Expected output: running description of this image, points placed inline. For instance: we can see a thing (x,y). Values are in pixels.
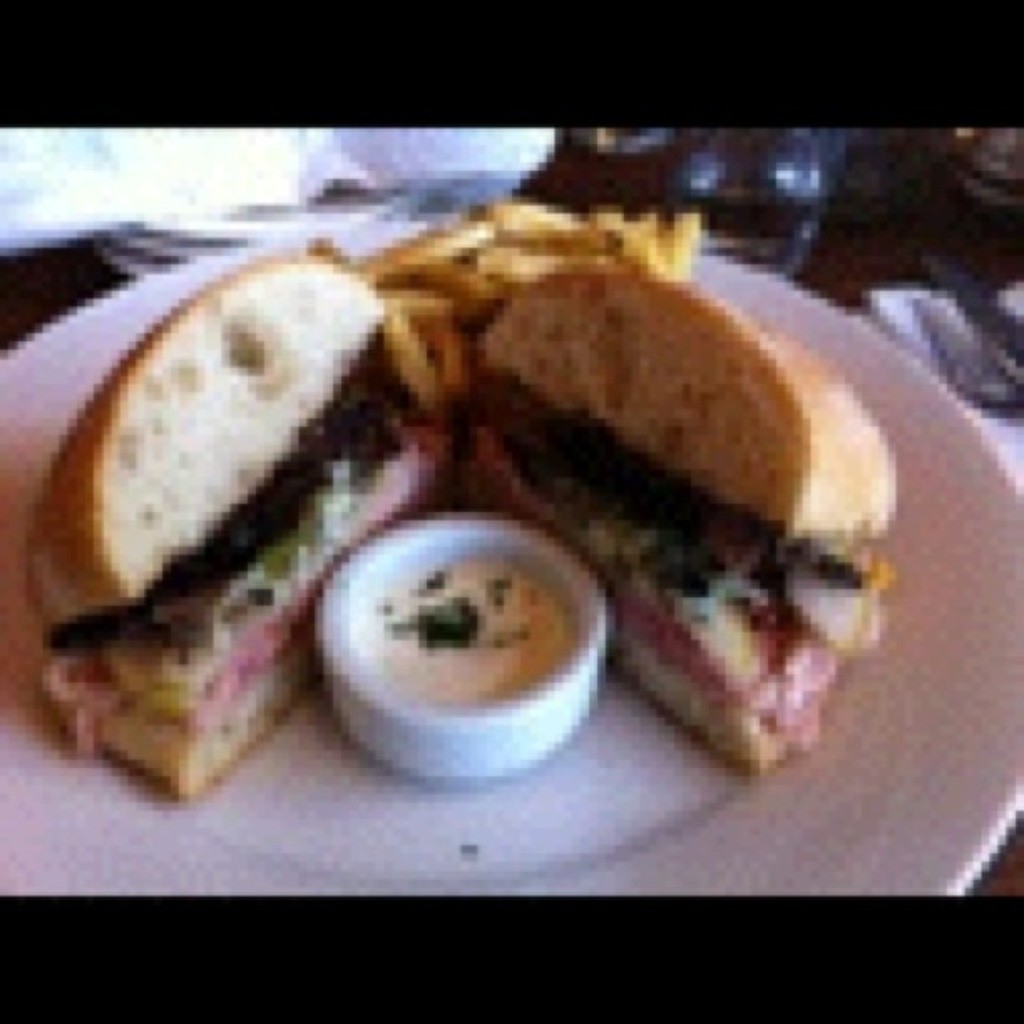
In this image we can see food (182,412) in plate (296,825) placed on the table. In the background (377,190) there are objects (404,153).
